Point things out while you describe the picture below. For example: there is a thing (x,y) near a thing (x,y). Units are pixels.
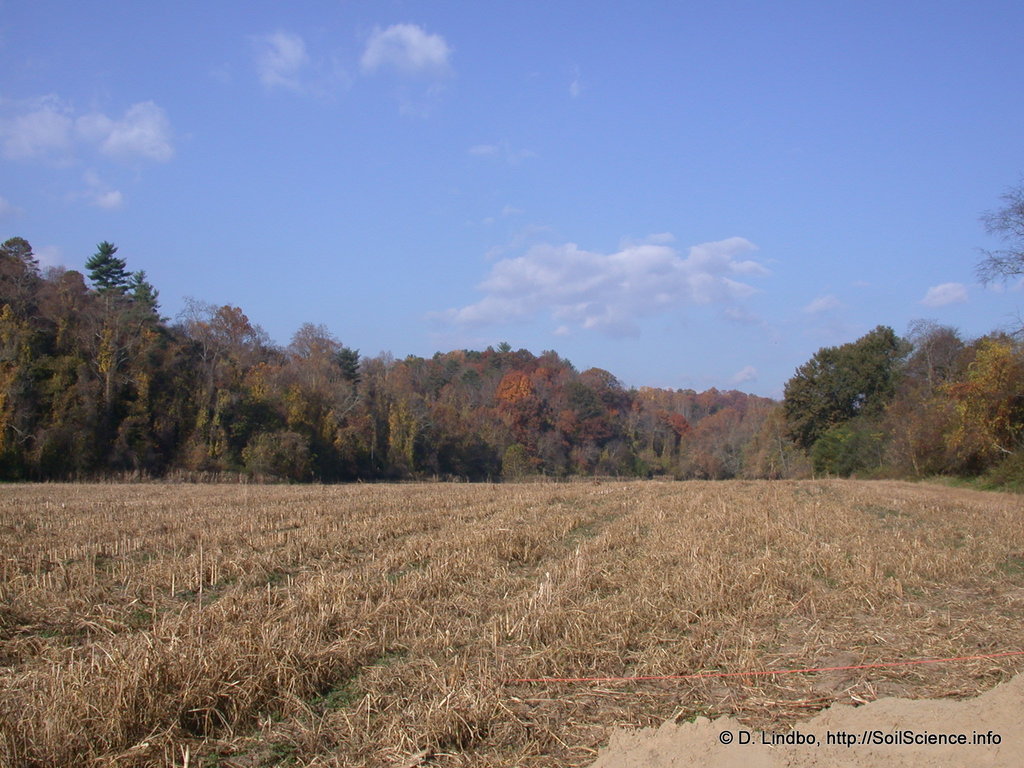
In this picture I can see farm field (582,532). I can see trees (600,410). I can see clouds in the sky (535,194).
